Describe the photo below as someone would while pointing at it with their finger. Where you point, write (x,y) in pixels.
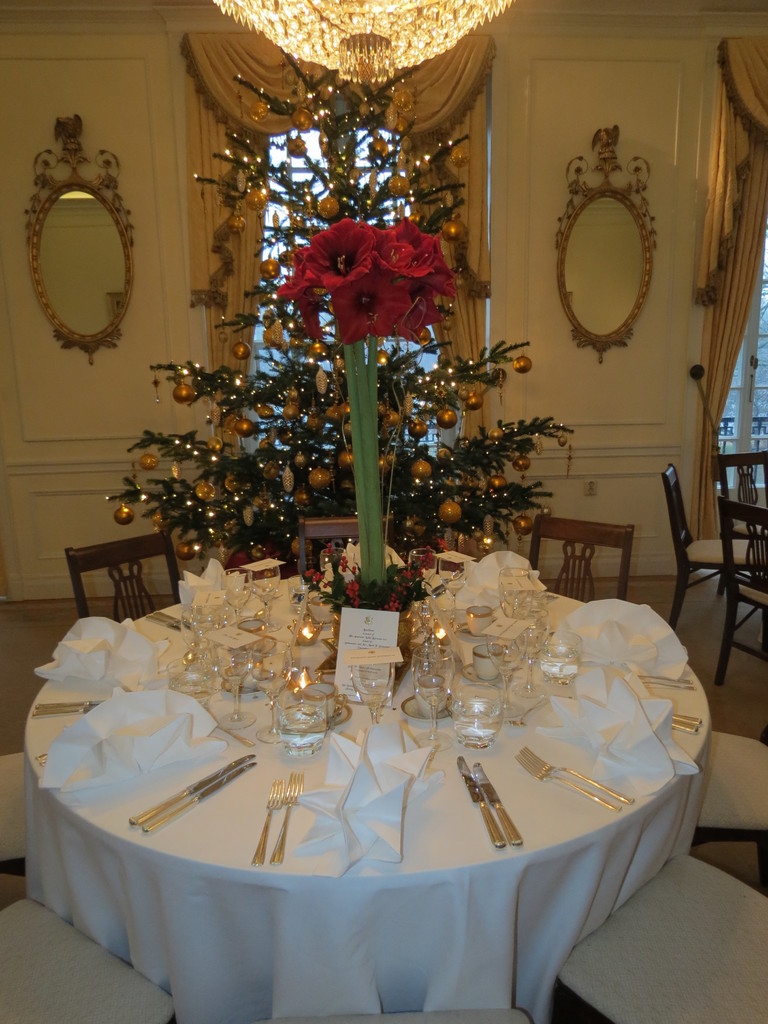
Here we can see a table (671,697) full of spoons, butter knives (248,766), forks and glasses (505,699) present on it and in the middle (411,406) we can see a Christmas tree (301,362) decorated and there is a chandelier (288,27) at the top (378,70) and we can see Mirrors (82,206) on the both side on the walls (589,369) and there are chairs (672,466) present.
